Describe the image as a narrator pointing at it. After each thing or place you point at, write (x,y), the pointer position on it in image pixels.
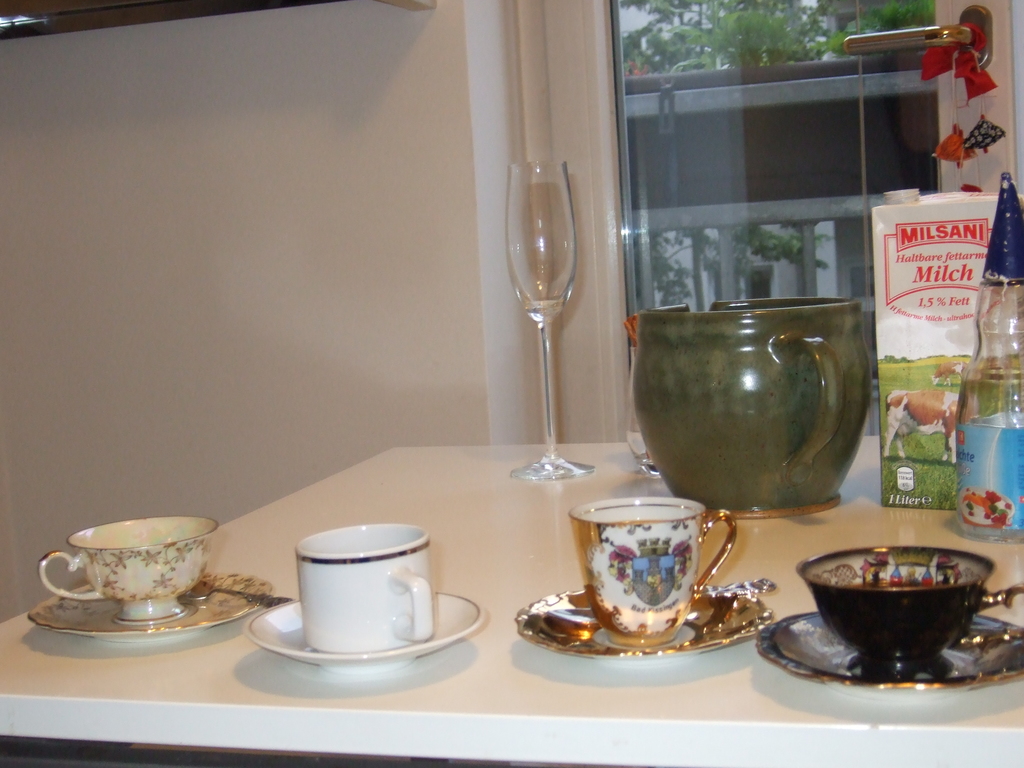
In the image we can see there is a table (31,659) on which there are cups (385,589) and saucers (51,605) on the table (748,671) and there is a milk tetra pack (931,338) and a wine glass (556,285).
